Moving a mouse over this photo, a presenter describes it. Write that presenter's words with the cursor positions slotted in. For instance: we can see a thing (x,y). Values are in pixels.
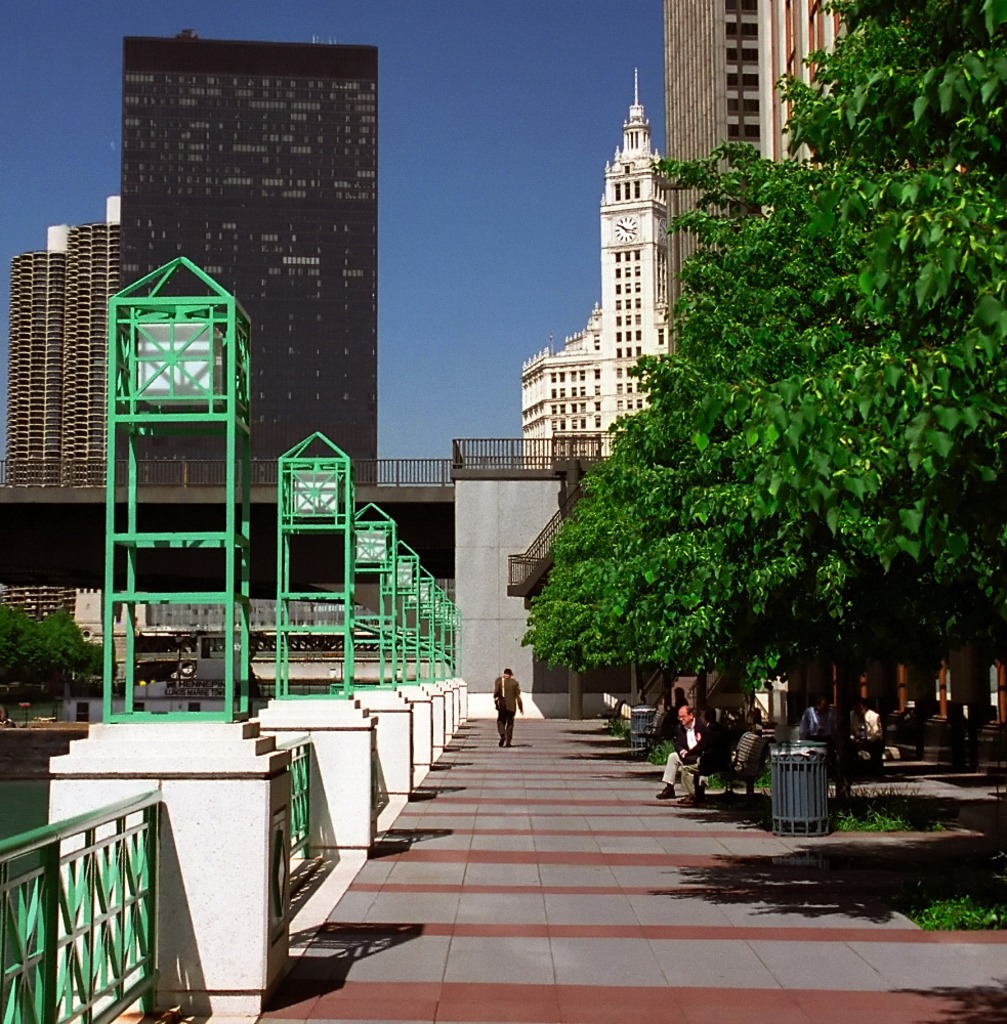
In this image we can see there is a person (499,701) walking on the path (520,936). On the right side of the image (768,538) there are some trees (814,574), under the trees (840,710) there are some benches (743,745) and a few people (815,730) are sitting on the bench (745,760). On the left side of the image (17,795) there is a lake (37,808) and fencing (56,856). In the background of the image (480,297) there are some buildings (609,369) and sky (453,264).
